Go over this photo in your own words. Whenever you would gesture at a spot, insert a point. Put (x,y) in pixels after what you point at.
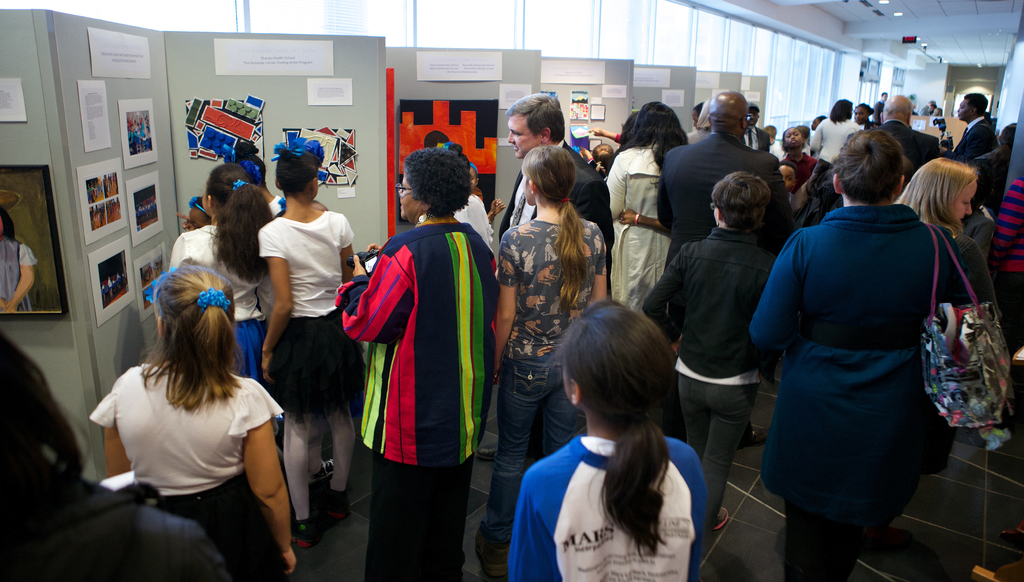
In this picture we can see some people (724,285) standing, a person (874,331) on the right side (959,360) is carrying a bag (983,328), there are some papers (527,91) and photos (137,135) pasted on the left side (331,82), we can see a photo frame (60,247) on the left side (50,269), in the background (804,80) there are some curtains (715,62), we can see the ceiling (938,23) at the right top of the picture (917,23).
